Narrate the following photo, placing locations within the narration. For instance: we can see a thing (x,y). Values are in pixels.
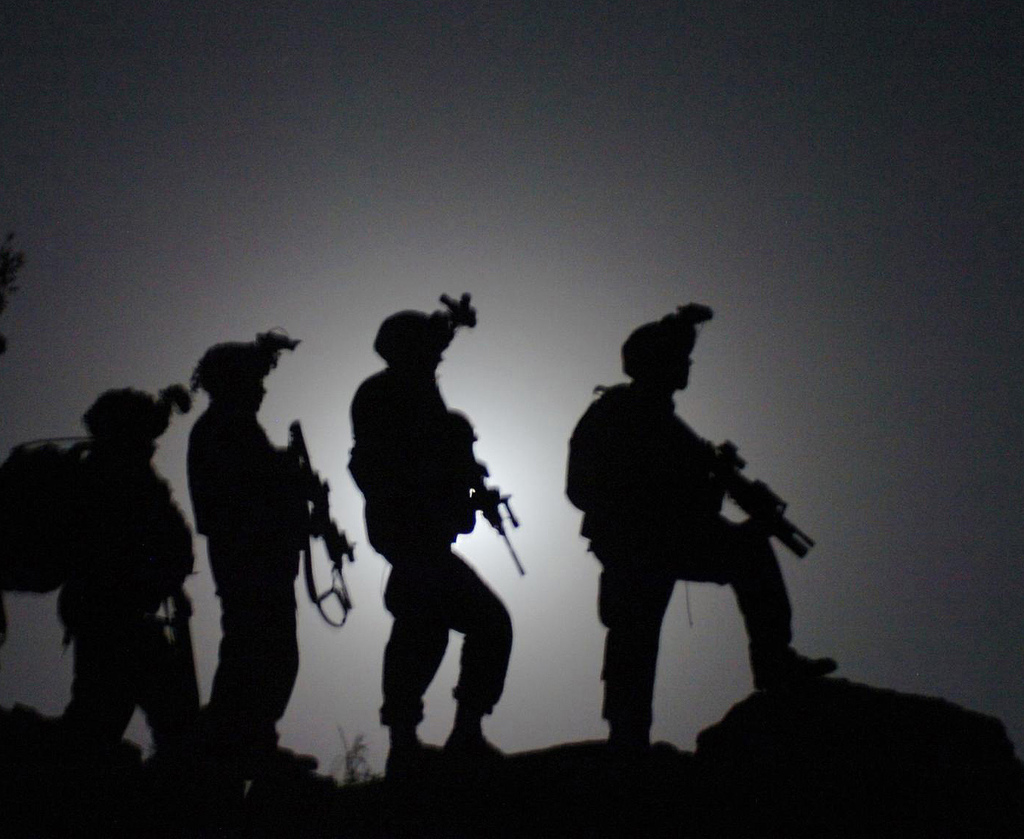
In this image we can see some soldiers (127,717) standing and holding guns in their hands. We can see rocks (671,781) at the bottom (586,824) and there is a plant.
